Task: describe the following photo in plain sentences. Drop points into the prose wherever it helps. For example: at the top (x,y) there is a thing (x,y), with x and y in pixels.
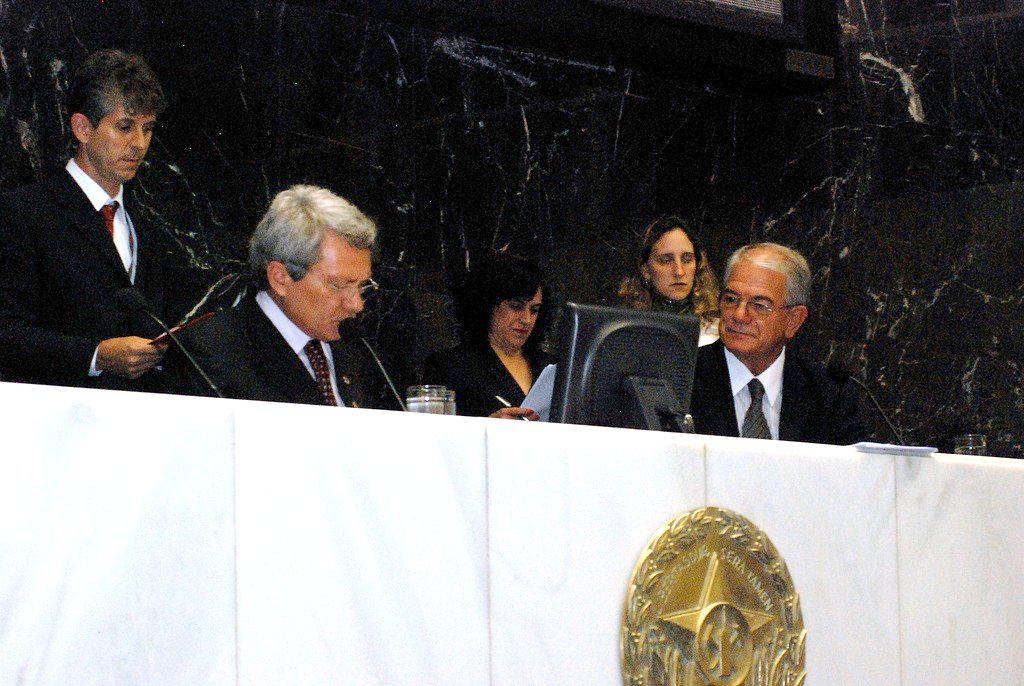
This image consists of five persons (471,339) wearing black dress (454,348). In the front (182,648), there is a table (537,493) in white color. In the background (819,177), the walls (675,117) are in black color. In the left (304,339), the man (310,350) sitting is talking in a mic (376,362). In front of the woman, there is a monitor (594,412).
